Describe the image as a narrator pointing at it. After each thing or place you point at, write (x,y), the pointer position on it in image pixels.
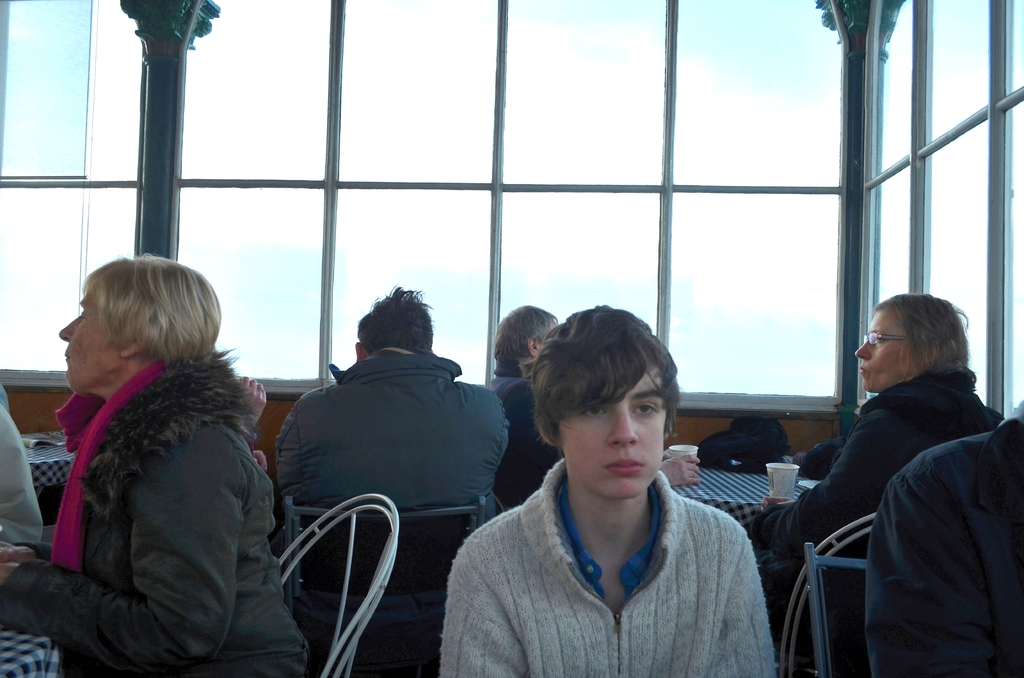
In this image I can see few people (449,396) are sitting on chairs (387,565) and wearing different color dresses (714,525). I can see cups (781,481) and few objects (725,459) on the table (748,480). Back I can see few glass windows (434,92) and pillars (161,86).
